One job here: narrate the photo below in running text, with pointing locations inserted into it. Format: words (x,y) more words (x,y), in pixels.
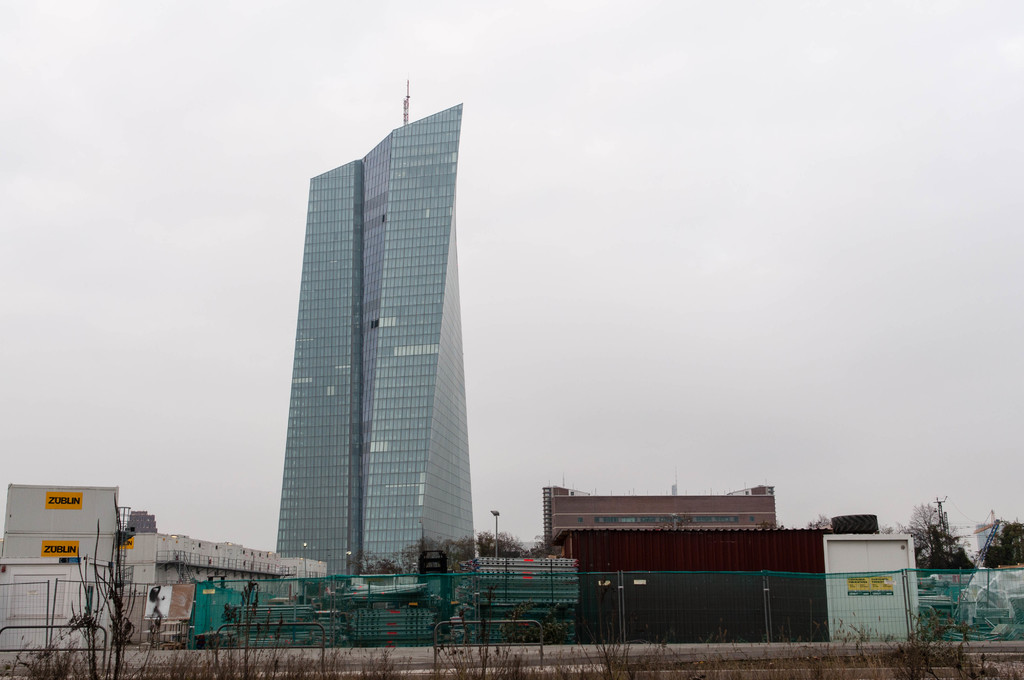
In this picture we can see a tall building (317,547) made of glass pieces (434,296). This building (454,485) is surrounded by small houses (61,502) and trees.
